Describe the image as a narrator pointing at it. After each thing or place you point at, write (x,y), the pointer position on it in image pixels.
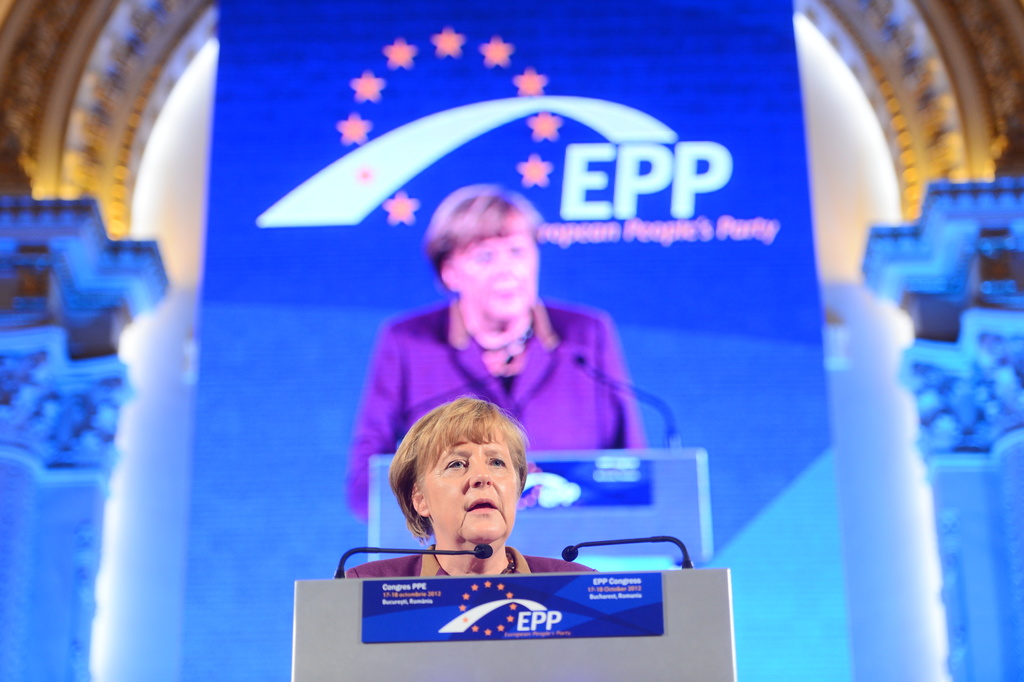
In this image I can see a person (507,516) standing in front of podium (436,603). I can see two mics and blue color board (427,593) is attached to it. Background (520,522) I can see blue and white color board (651,227).
